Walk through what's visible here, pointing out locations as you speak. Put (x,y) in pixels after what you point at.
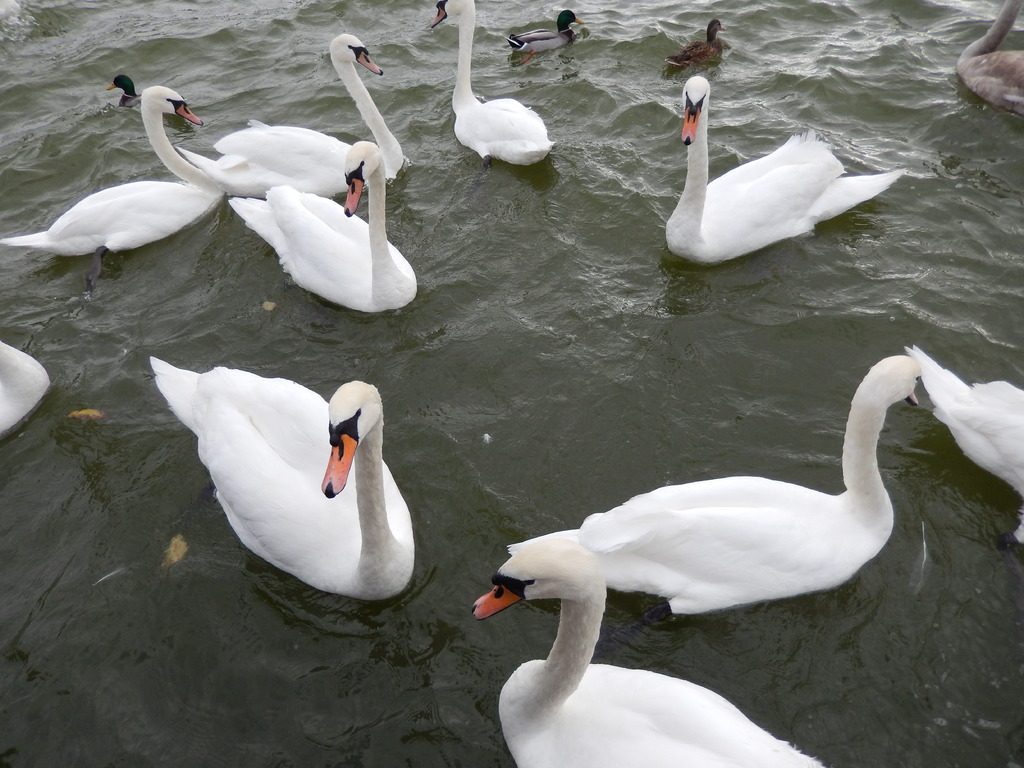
In this image we can see many birds (272,168) in the water (520,456). There is a water (610,608) in the image.
